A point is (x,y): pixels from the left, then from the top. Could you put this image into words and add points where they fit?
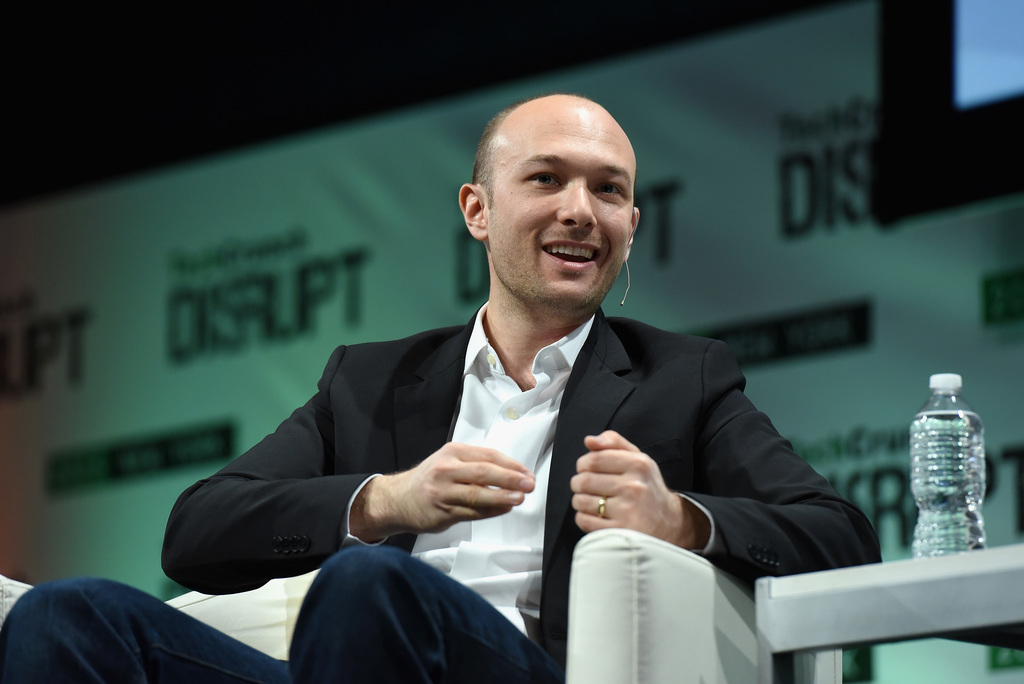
In the center of the image (611,423) we can see a man (557,466) sitting. On the right (756,611) there is a stand (909,564) and we can see a bottle (939,483) placed on the stand (925,581). In the background (878,246) there is a screen (920,198) and a board (792,227).
